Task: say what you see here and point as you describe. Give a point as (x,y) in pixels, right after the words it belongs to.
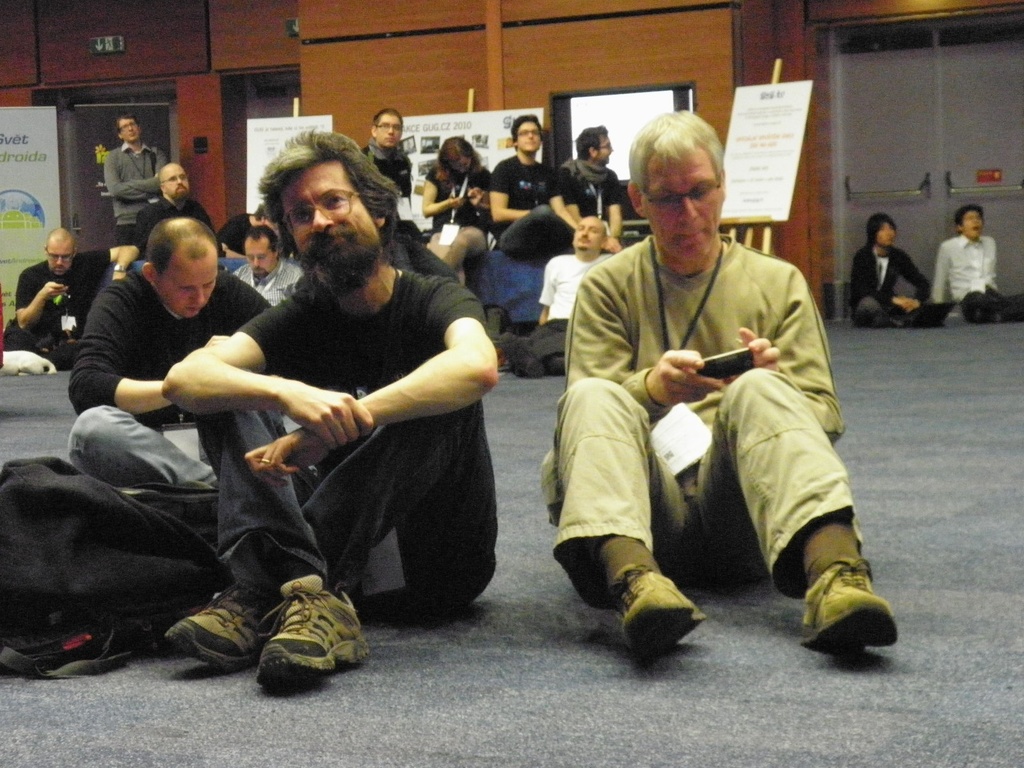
In this picture I can see the number of people (528,363) sitting on the floor (453,634). I can see wooden stand boards (754,156). I can see hoarding (47,195) on the left side (43,187). I can see wooden wall (409,88).
